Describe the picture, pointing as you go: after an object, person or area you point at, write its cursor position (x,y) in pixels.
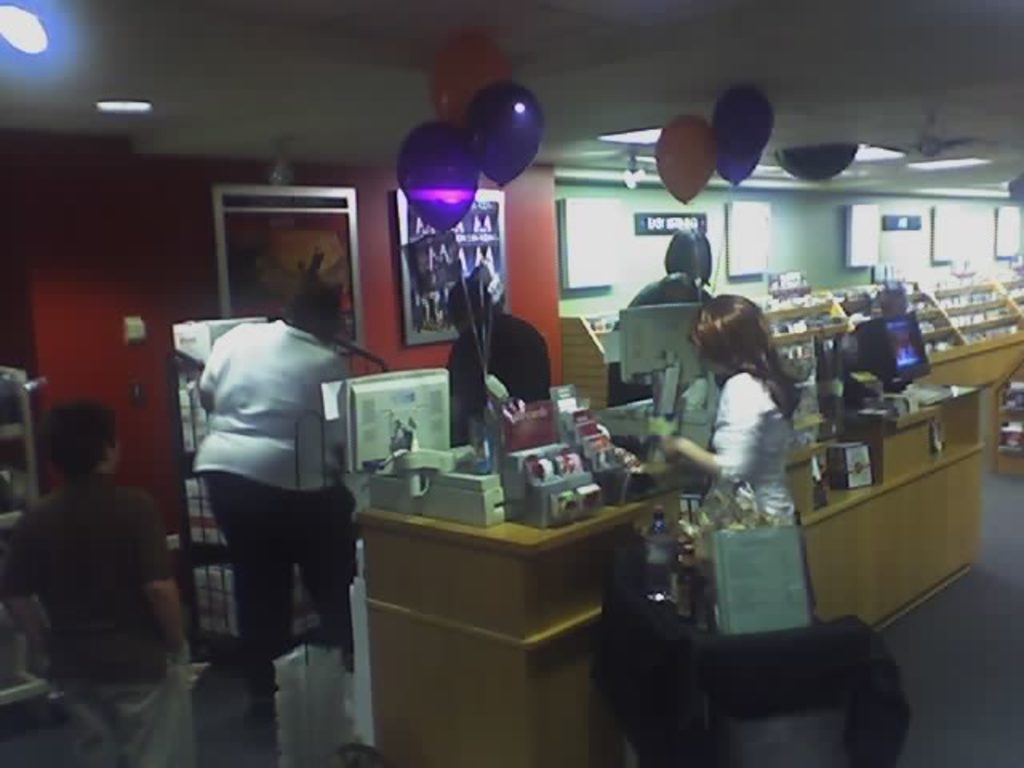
there is a store (995,395) in which there are tables (930,408). on the table (520,540) there are objects (575,465). people (737,445) are standing. there are balloons (734,153). at the left (194,297) there is a red wall (387,273) on which there are photo frames (349,242). behind that there is a green wall (827,234). on the top (915,153) there are fan (931,145) and lights (125,107).
